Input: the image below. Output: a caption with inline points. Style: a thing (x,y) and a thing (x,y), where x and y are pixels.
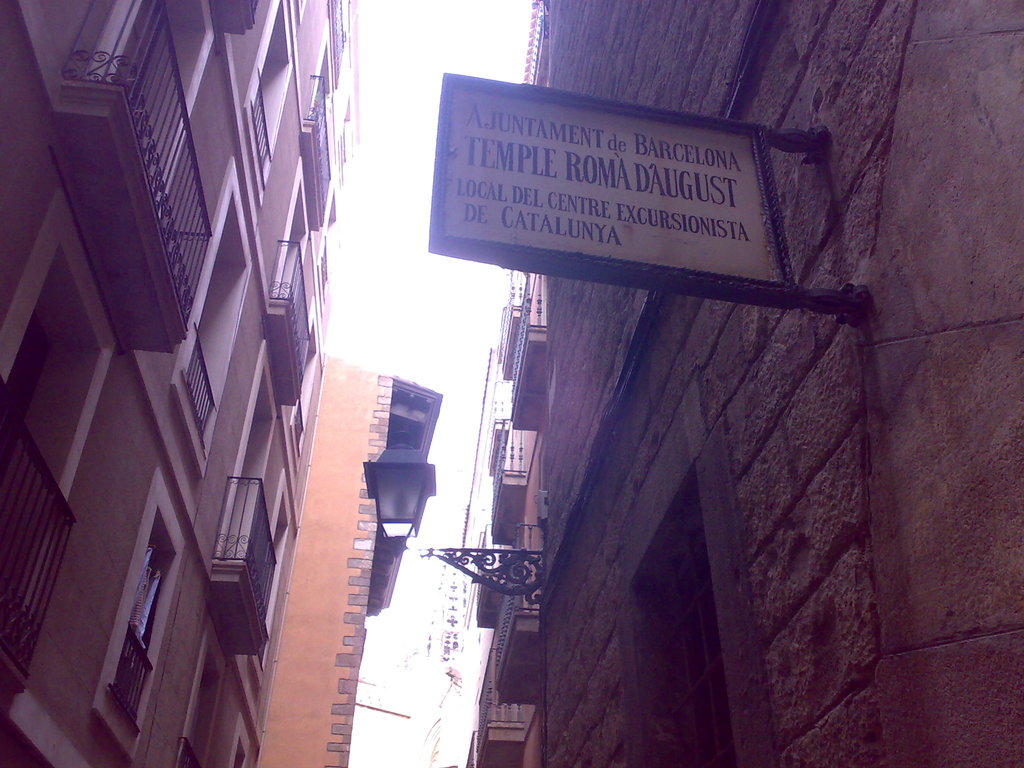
In the picture we can see a building (17,88) on the either sides and to the building (80,524) we can see railings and windows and on the opposite building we can see a board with some information on it and in the middle of the building (404,432) we can see a sky (382,360).
